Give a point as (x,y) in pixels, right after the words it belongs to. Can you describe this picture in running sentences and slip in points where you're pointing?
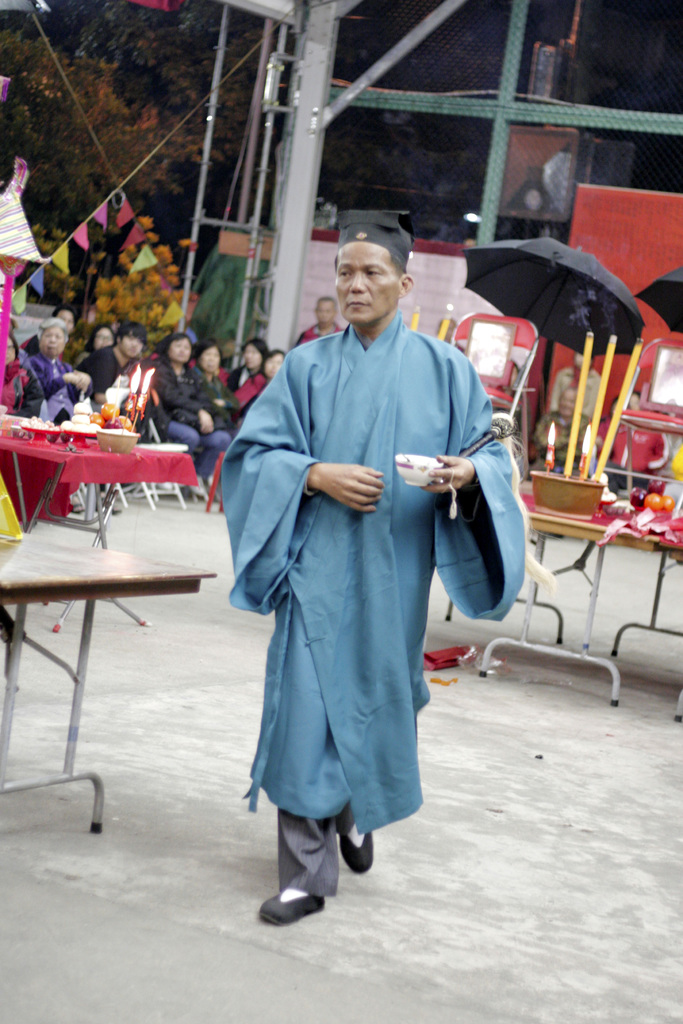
As we can see in the image there are trees (153,41), few people (125,345) over here, umbrella (564,288), table (583,513). On table (59,442) there is a candle (587,447), bowl (535,477) and plates (54,432).
